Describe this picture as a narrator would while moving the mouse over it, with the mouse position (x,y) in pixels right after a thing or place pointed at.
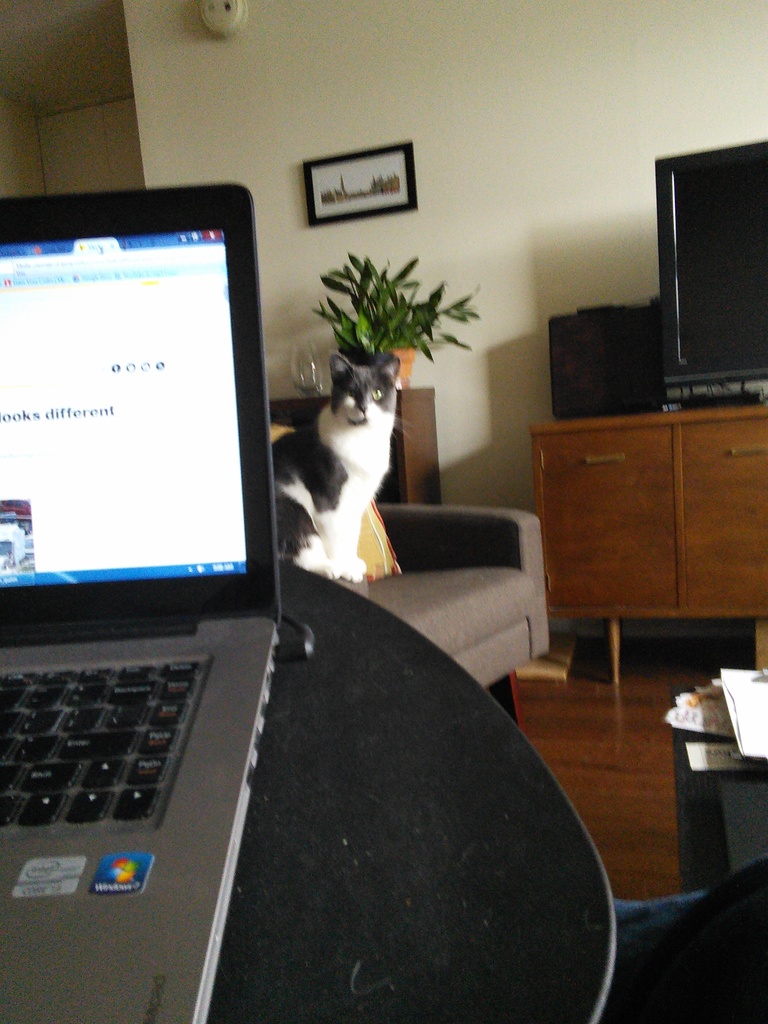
In the image we can see there is a cat (315,526) who is sitting on chair (444,591) and on the table (362,685) there is a laptop (155,688) and on the wall (387,220) there is photo frame (352,184).
